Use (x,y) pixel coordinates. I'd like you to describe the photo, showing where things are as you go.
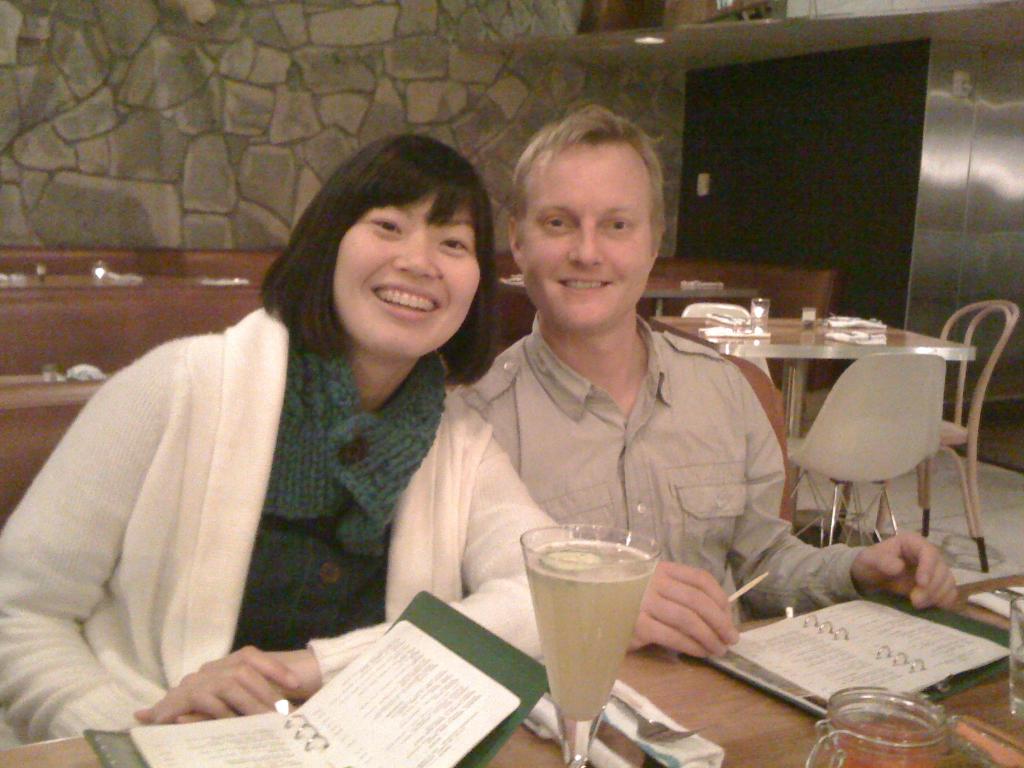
In the center (491,458) we can see two person (438,382) the lady (372,423) she is smiling and the man (593,425) sitting beside her.
